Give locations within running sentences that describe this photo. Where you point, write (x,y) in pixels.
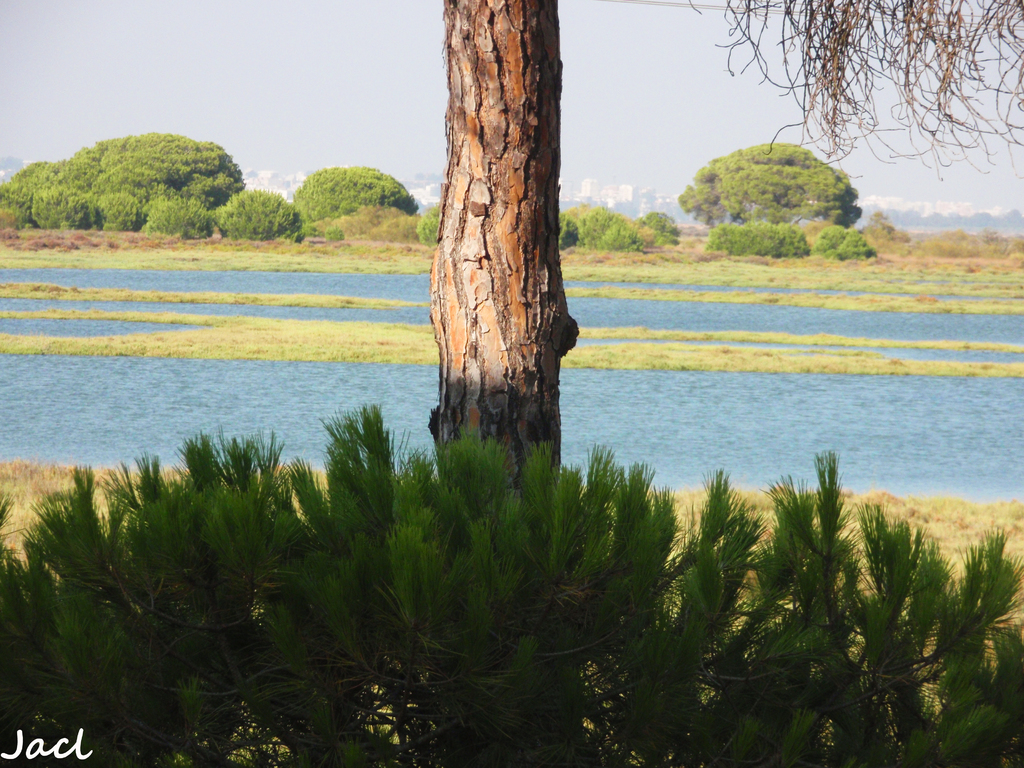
In the image we can see grass (958,514), water (656,389) and trees (180,151). Here we can see the tree trunk (485,309), sky (364,81) and we can see there are even buildings (624,191). On the bottom left (43,743), we can see the watermark (38,748).
